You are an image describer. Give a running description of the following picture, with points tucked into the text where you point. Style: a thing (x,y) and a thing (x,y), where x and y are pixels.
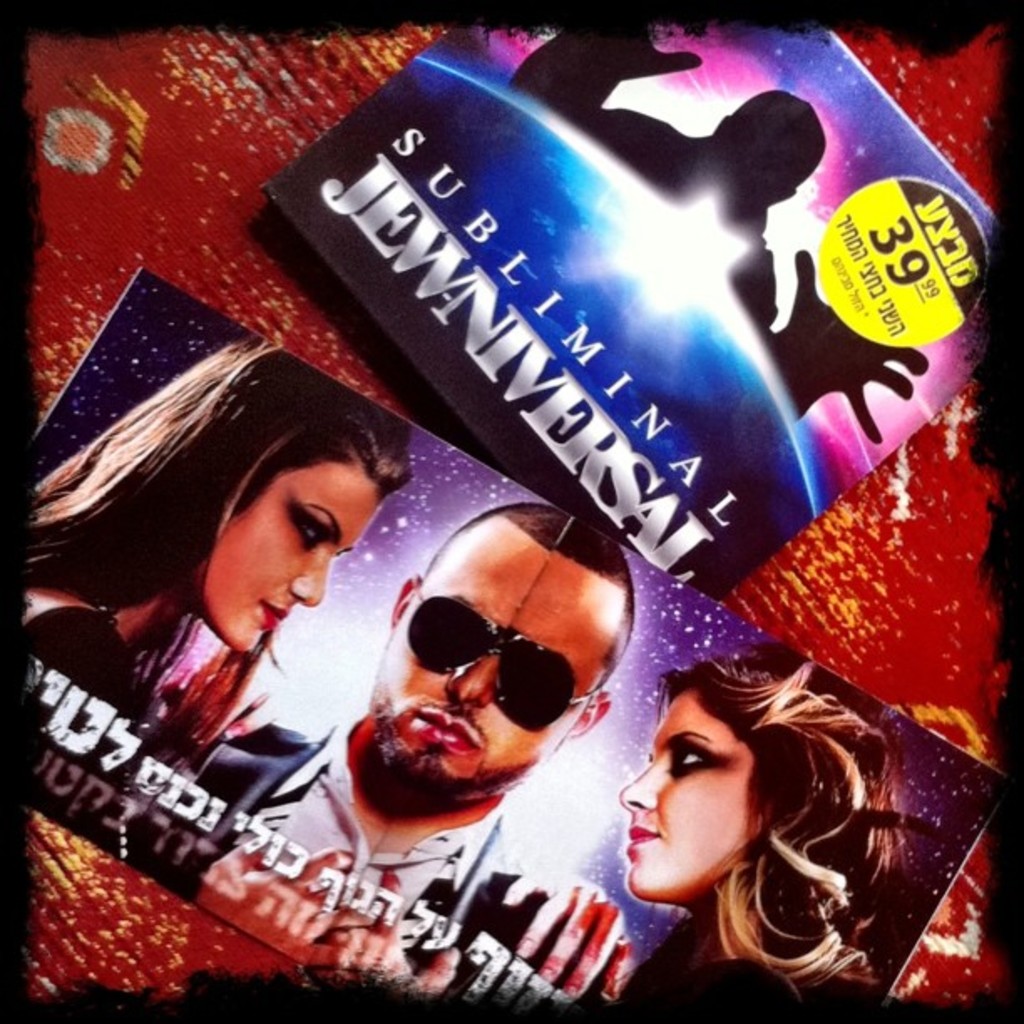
It is an edited picture. In this image, we can see some cards (629,702). Background (210,184) there is a red color. Here we can see three people (214,603) on the card (461,744).
